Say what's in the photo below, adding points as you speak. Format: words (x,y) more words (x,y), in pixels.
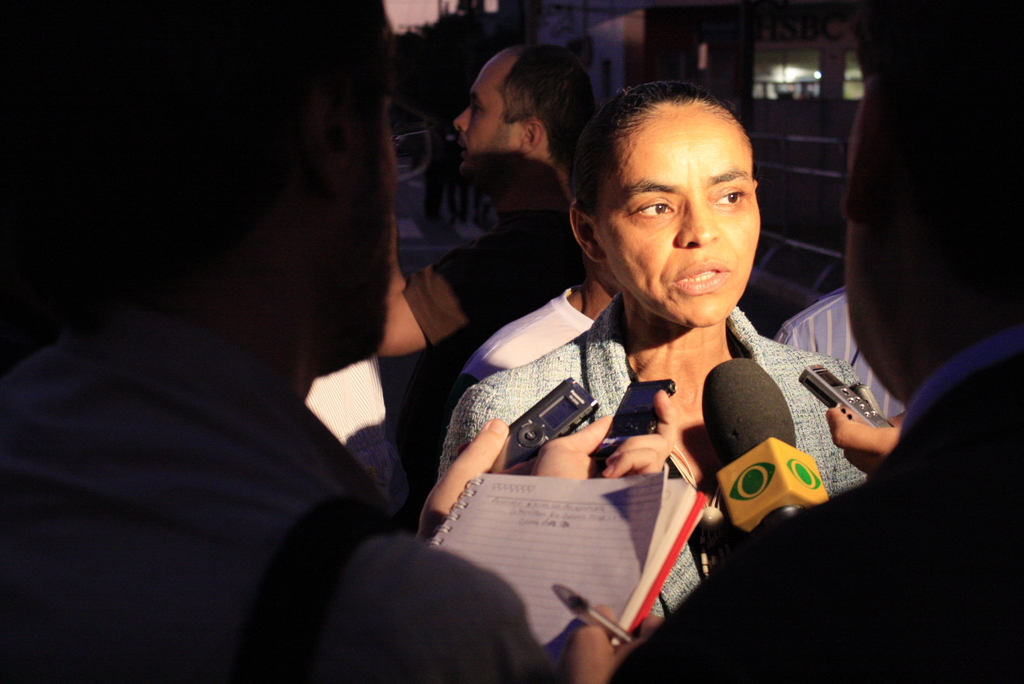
In this picture there is a woman (732,185) who is wearing jacket (808,401). In front of her we can see two persons (519,634) are holding a mic (756,483), mobile phone (562,399) and the microphone (786,451). This person (500,636) is holding a pen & book (594,569). In the background (554,177) there is a man (564,161) who is standing near the window (763,69). At the top (440,52) we can see the sky (425,3), and tree (468,10).
